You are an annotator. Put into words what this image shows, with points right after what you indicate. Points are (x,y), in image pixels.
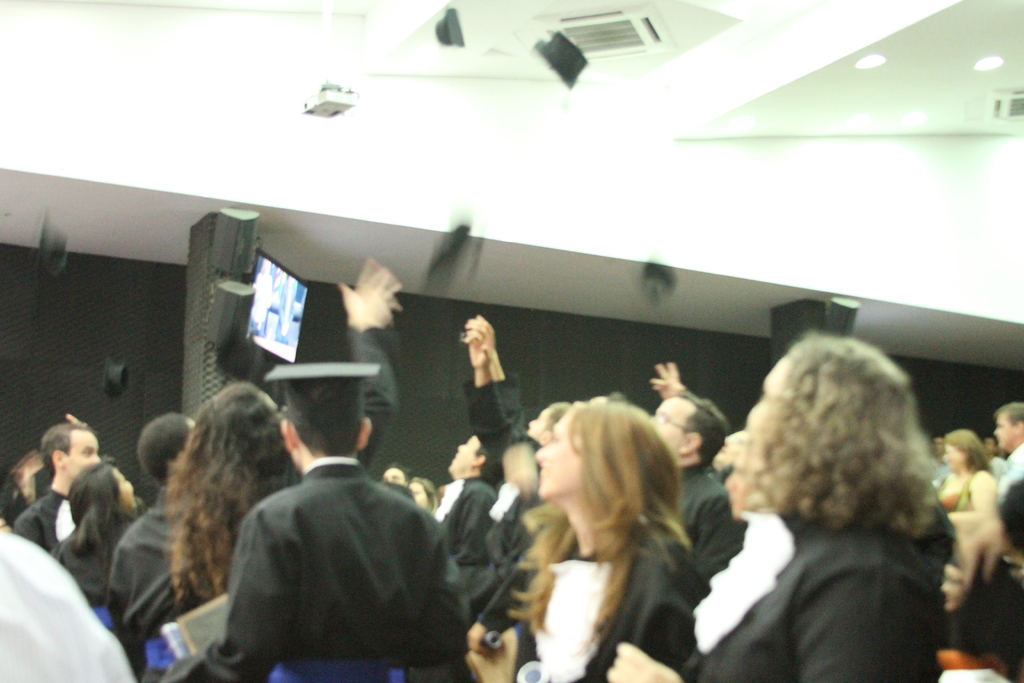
At the bottom of the image (506,457) there are many people (568,513) standing. In the background (203,260) there are pillars (198,317) with screen (255,284) and speakers (243,317). At the top of the image (227,143) there is a wall (412,117) with A, projector (332,92) and also there are lights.
